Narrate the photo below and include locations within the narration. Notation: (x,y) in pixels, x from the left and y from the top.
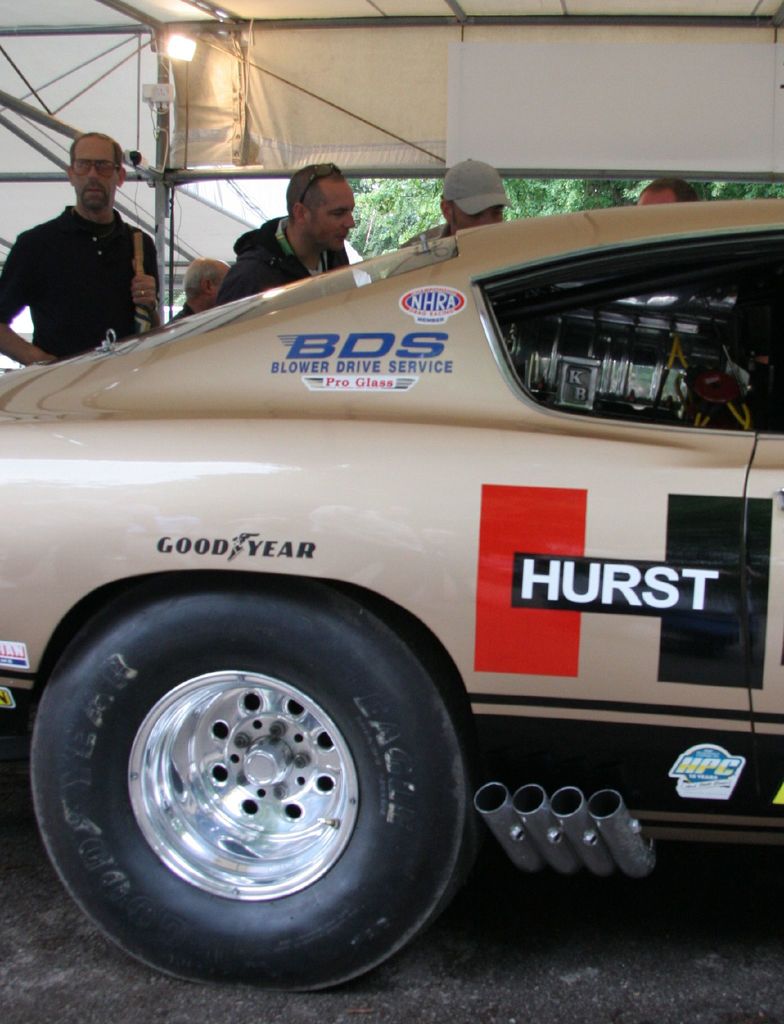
In this picture I can see a vehicle (377,420), there are group of people (19,340) standing, there is a light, tent (213,117), and in the background (609,192) there are trees (617,201).
